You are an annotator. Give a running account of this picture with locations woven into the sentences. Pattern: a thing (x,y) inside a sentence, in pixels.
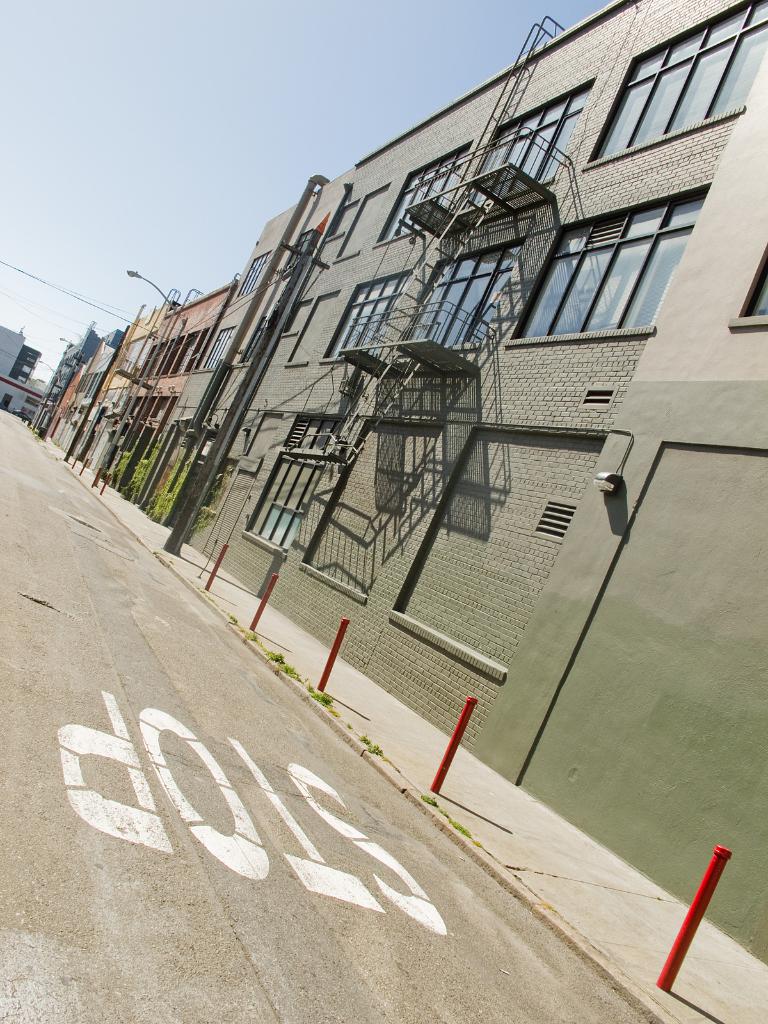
In this image we can see some buildings (345,514) with windows (451,320) and stairs (415,358). We can also see the road (208,705) and some poles (443,771) on the footpath (456,773). On the backside (130,140) we can see the sky (135,190).
